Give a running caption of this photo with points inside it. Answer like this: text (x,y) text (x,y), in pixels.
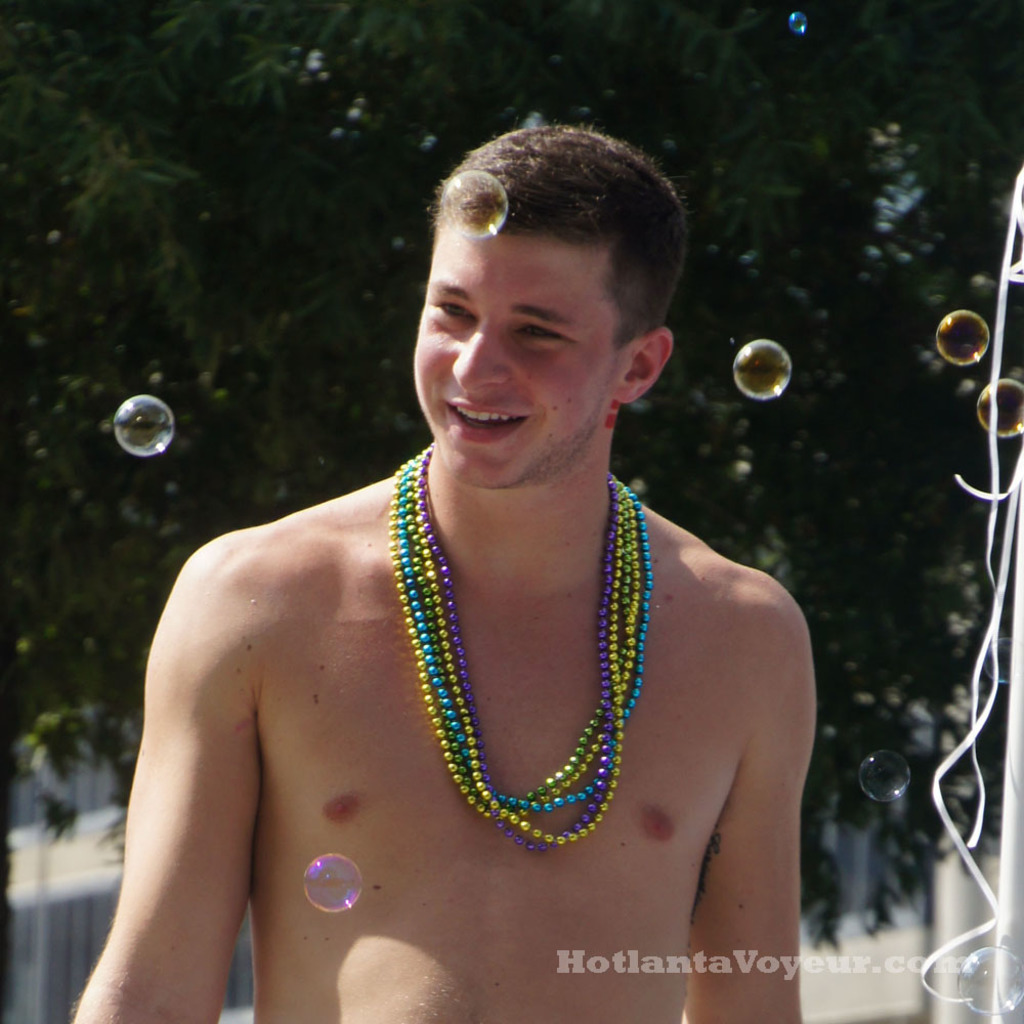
In this image we can see a man (571,886) is smiling and he is wearing pearl neck piece (409,527). Behind trees (627,87) are there. Bottom right of the image (826,971) watermark (857,972) is there.
